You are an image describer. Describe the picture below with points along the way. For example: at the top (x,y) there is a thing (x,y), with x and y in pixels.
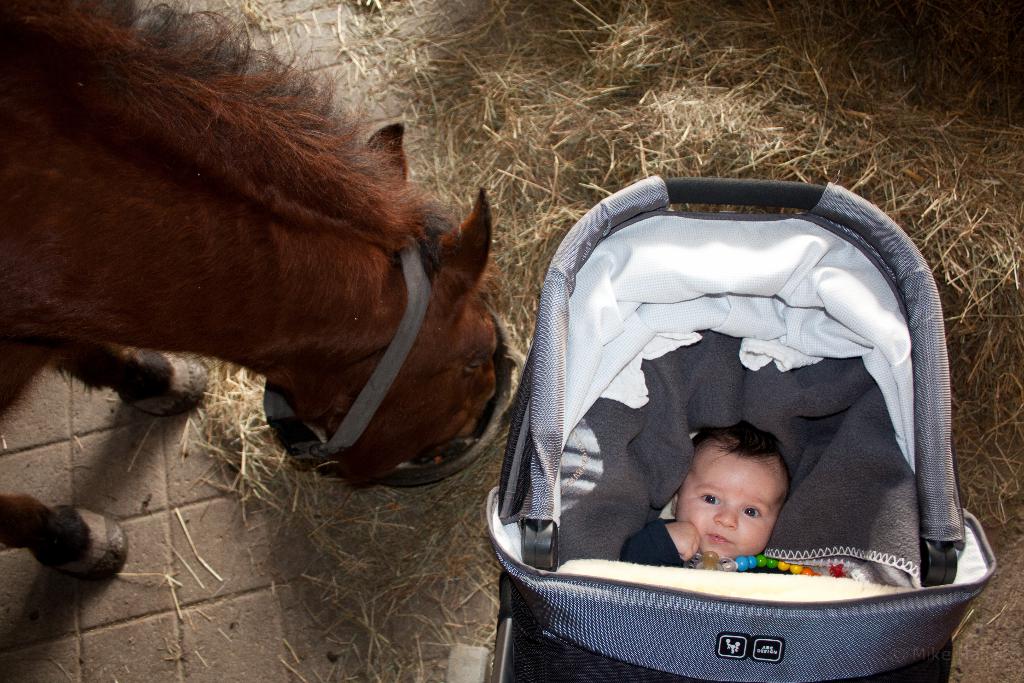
In this image we can see a baby (772,515) in the stroller (808,612) and on the left side of the image (319,416) we can see a horse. There is a straw stack (796,86) on the ground (155,625).
